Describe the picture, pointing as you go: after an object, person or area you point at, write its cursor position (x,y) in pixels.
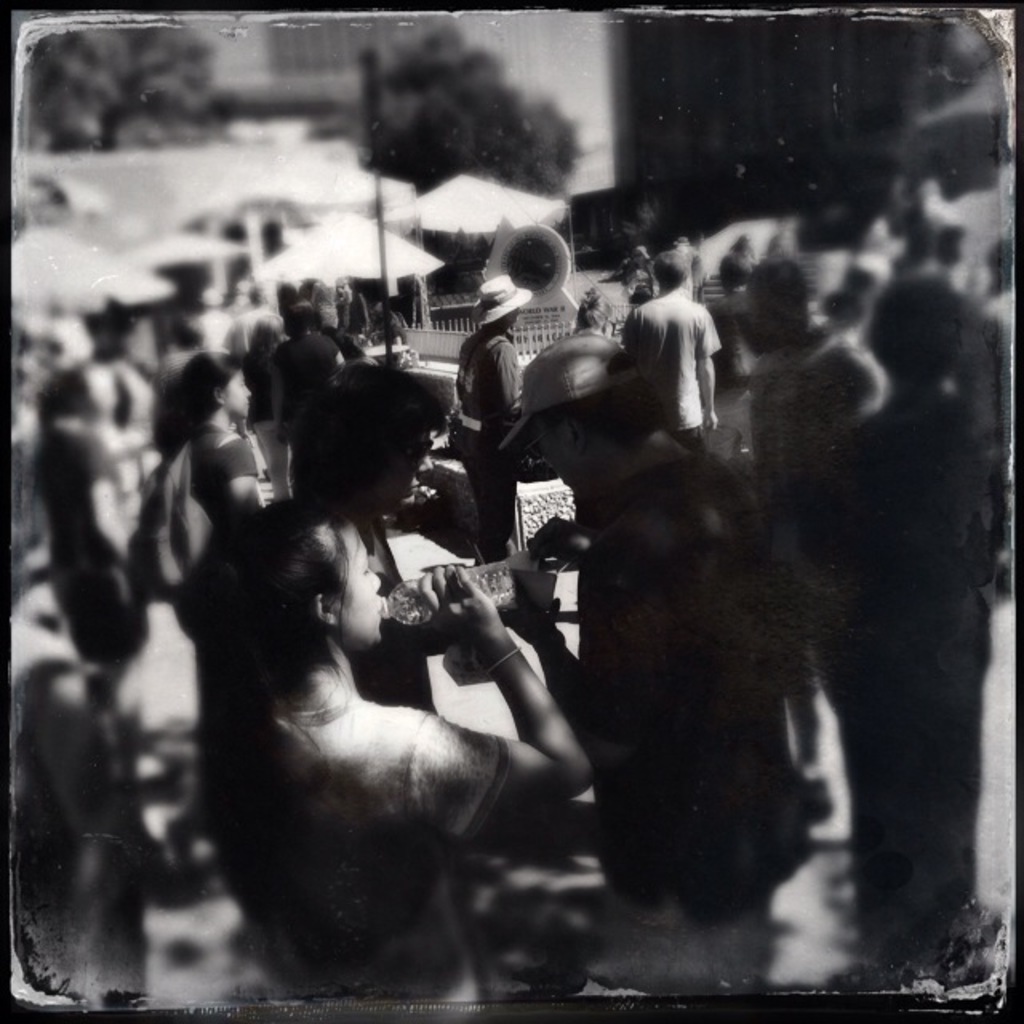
In the picture we can see black and white photography with many people (369,810) are standing and talking to each other and in the background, we can see some trees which are not clearly visible.
